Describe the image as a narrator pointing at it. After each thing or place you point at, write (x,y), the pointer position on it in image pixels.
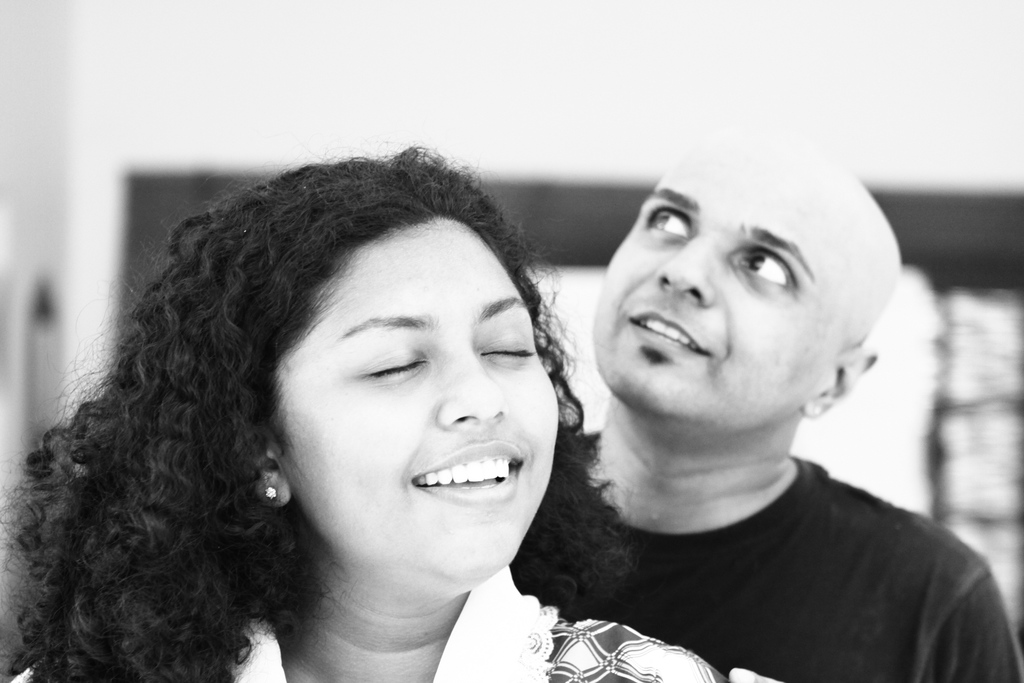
This is a black and white picture. In this image we can see a woman (524,395) and behind her there is a man (769,304). In the background (114,286) the image is blur but we can see wall (563,74) and objects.
